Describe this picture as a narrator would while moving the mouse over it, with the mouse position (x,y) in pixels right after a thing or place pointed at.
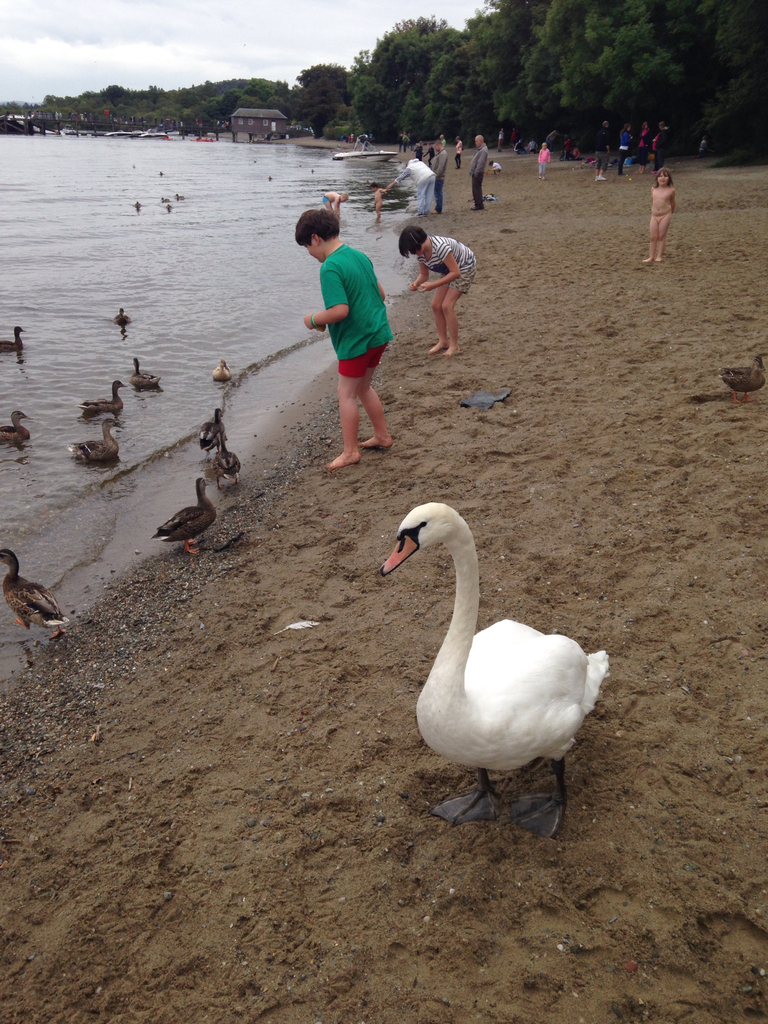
This picture is clicked outside. On the right (537,146) we can see the group of persons (355,374). In the foreground (569,594) we can see the birds (552,637) seems to be the ducks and we can see the sand (633,309), water body (32,347). In the background (225,35) we can see the sky (259,36) with the clouds (217,45) and we can see the trees (321,103) and a house (272,128) and a boat (355,146) and some other objects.
